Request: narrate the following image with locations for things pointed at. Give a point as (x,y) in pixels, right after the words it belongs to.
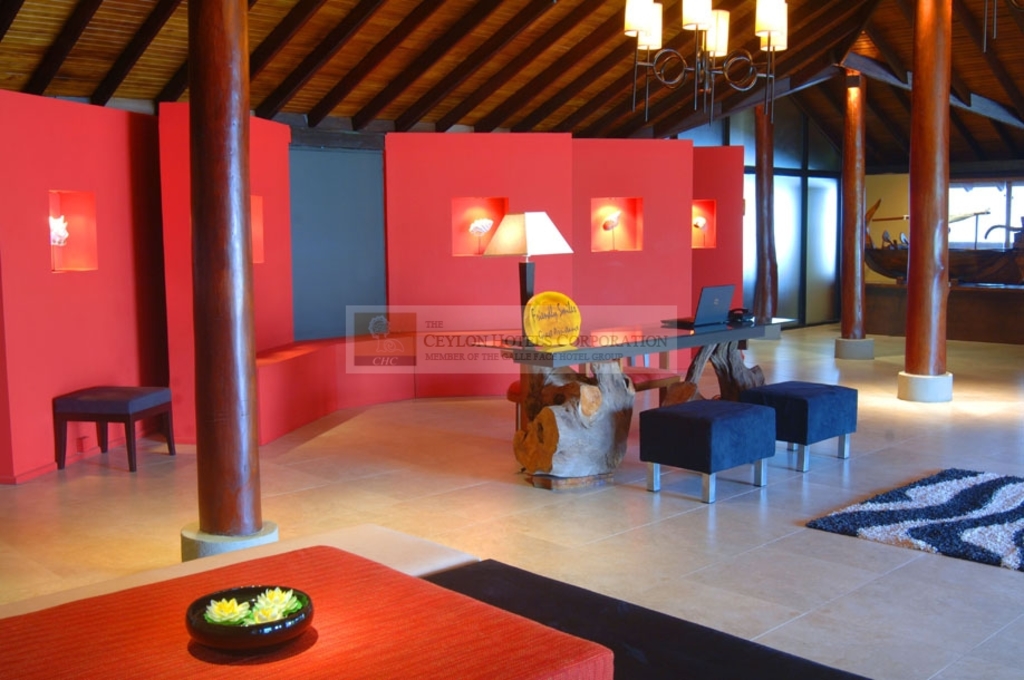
In the picture I can see flowers (281,589) kept in the bowl (227,633) which is placed on the red color table (447,657). Here I can see a table (719,342) upon which I can see laptop (717,301) and few things (534,332) are placed, I can see chairs (704,490), pillars (853,221), red color wall (406,249), table lamps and chandelier (765,10) fixed to the ceiling (812,0). In the background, I can see the glass windows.
